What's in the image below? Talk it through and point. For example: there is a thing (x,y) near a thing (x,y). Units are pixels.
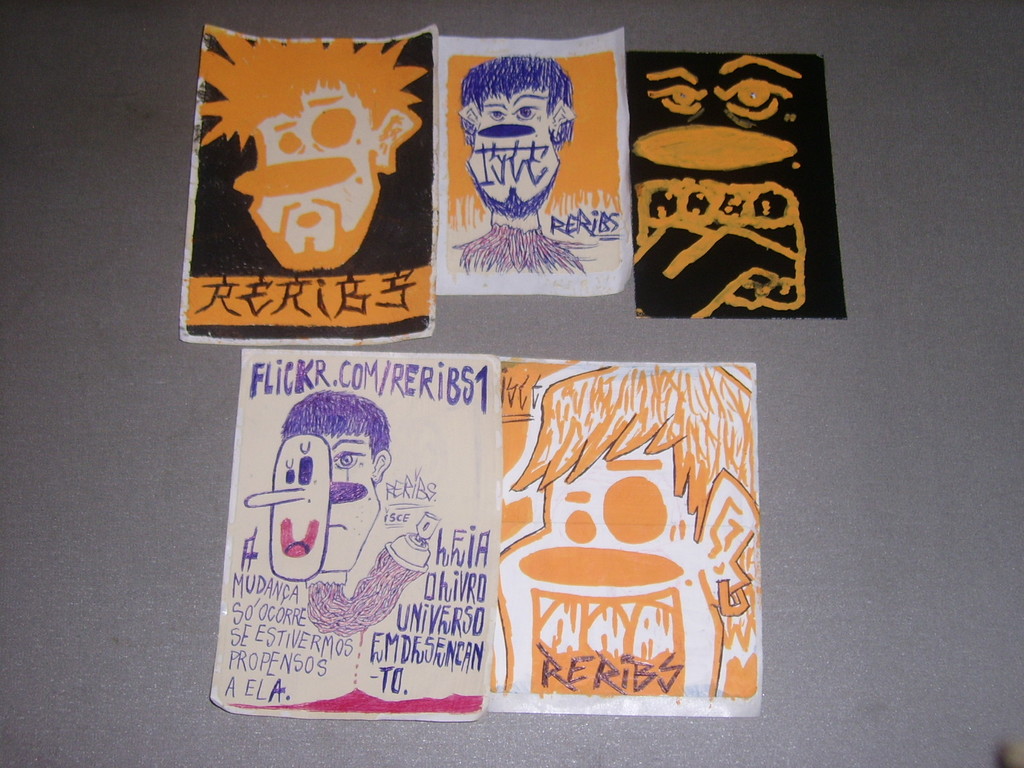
In this picture I can see drawings (668,574) on the papers (651,435), which are on an object (211,670).
